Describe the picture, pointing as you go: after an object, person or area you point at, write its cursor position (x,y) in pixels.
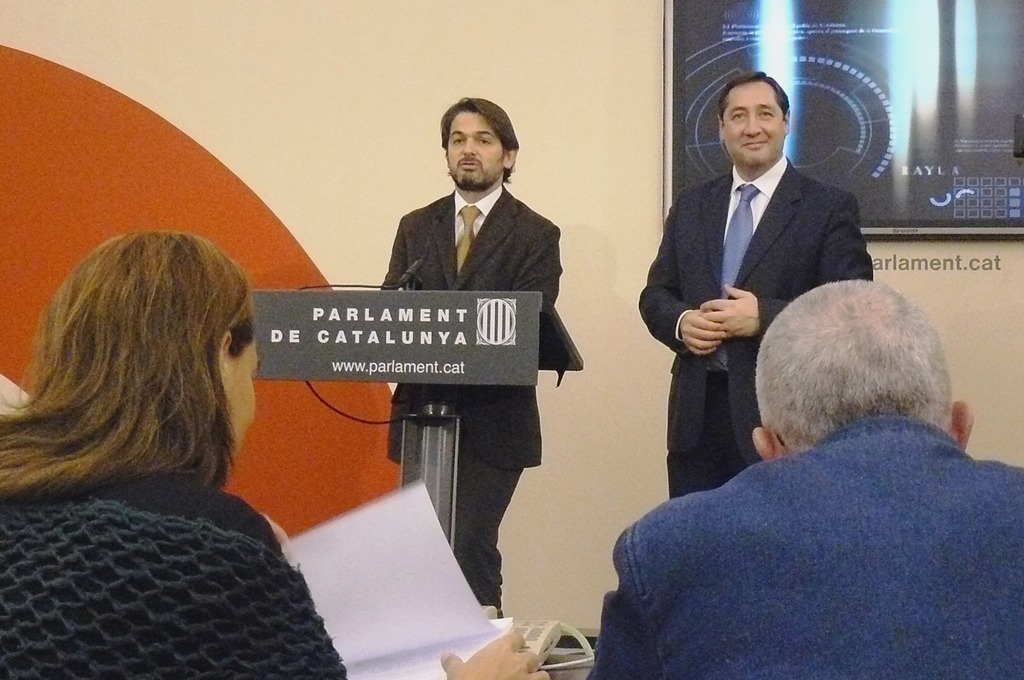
This picture is clicked inside the room (880,521). In the foreground (263,562) we can see the two persons (609,657) seems to be sitting. In the center (383,340) we can see the two men (715,187) wearing suits (716,218) and standing and there is a microphone (414,273) attached to the podium (472,340) and we can see that text (388,324) on the board (287,305). In the background (285,76) there is a wall (344,71) and we can see the projector screen (956,76) and we can see the text (986,265) on the wall (924,252) and on the projector screen (865,142).
